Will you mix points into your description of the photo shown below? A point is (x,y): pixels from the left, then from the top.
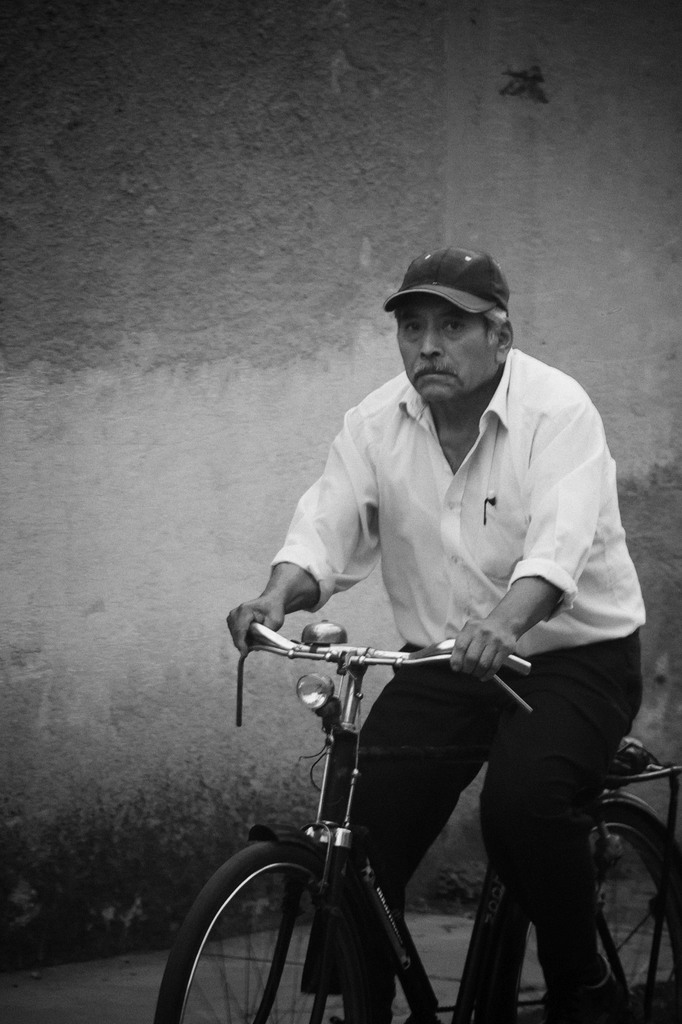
In this image i can see a person (479,421) wearing a hat (404,299), white shirt (471,519) and black pant (552,768) is riding a bicycle (333,964). In the background (317,198) i can see a wall (290,161).
